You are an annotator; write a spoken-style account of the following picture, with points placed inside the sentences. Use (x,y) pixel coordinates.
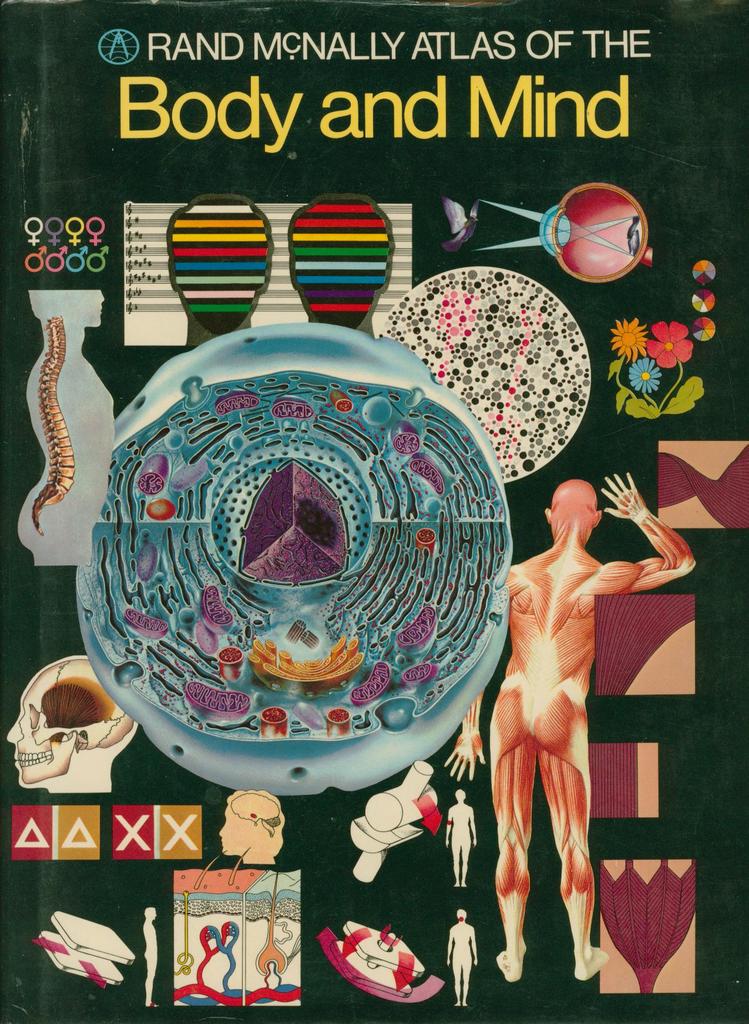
In the image there is a black color poster (258,660) with animated body parts (164,671). There are muscles (547,602), spinal cord (74,455), skull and many other parts (167,517). At the top of the image (195,71) there is a name (227,94) on the poster (227,94).
